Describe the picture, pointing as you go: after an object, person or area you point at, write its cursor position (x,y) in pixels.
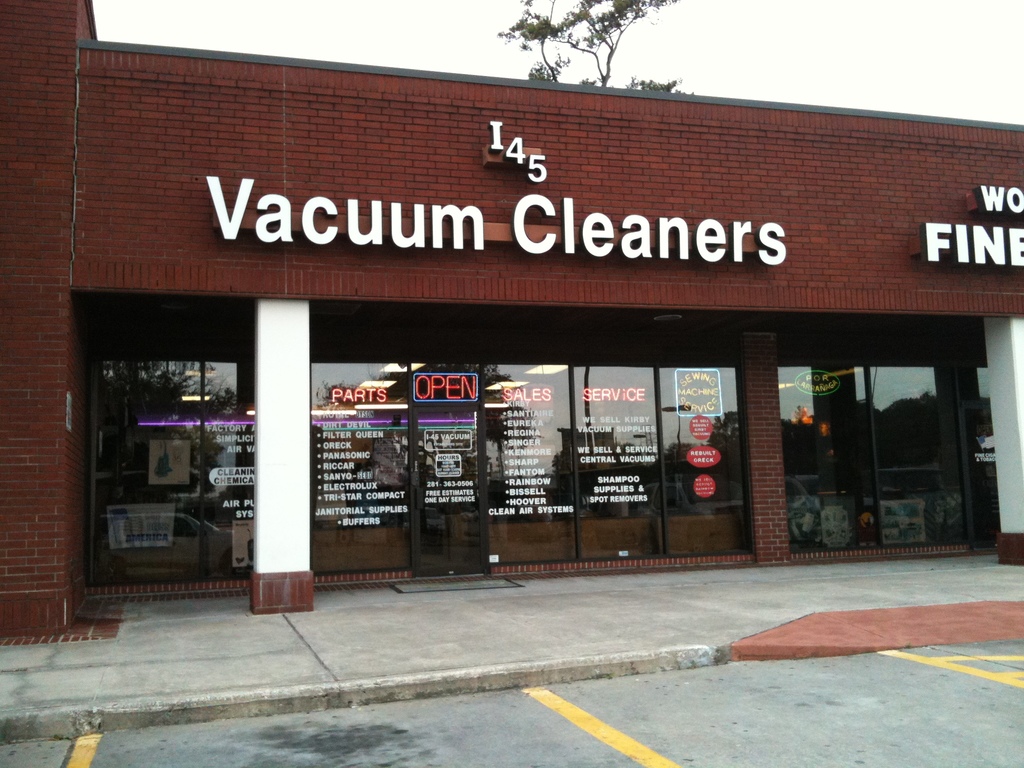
In this image in front (767,730) there is a road (755,724). There is a building (601,352). There are pillars (1023,455). There is a closed door (443,498). There are glass windows (930,420) through which we can see trees (153,398). On top of the image (930,256) there are letters (987,243) and numbers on the wall (826,210). In the background of the image (708,31) there is a tree (527,42) and there is sky (942,28).
